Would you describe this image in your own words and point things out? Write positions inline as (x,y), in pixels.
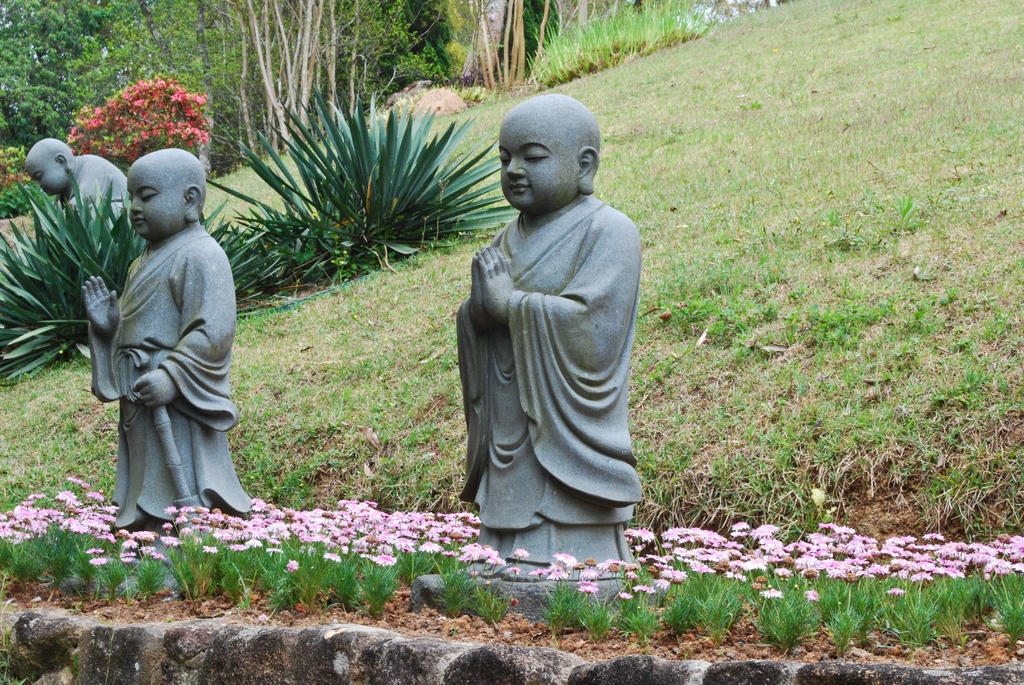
In this image we can see the statues (543,182). And we can see the grass (694,65), flowers (481,552). And we can see the trees (460,36) and plants (650,49).
